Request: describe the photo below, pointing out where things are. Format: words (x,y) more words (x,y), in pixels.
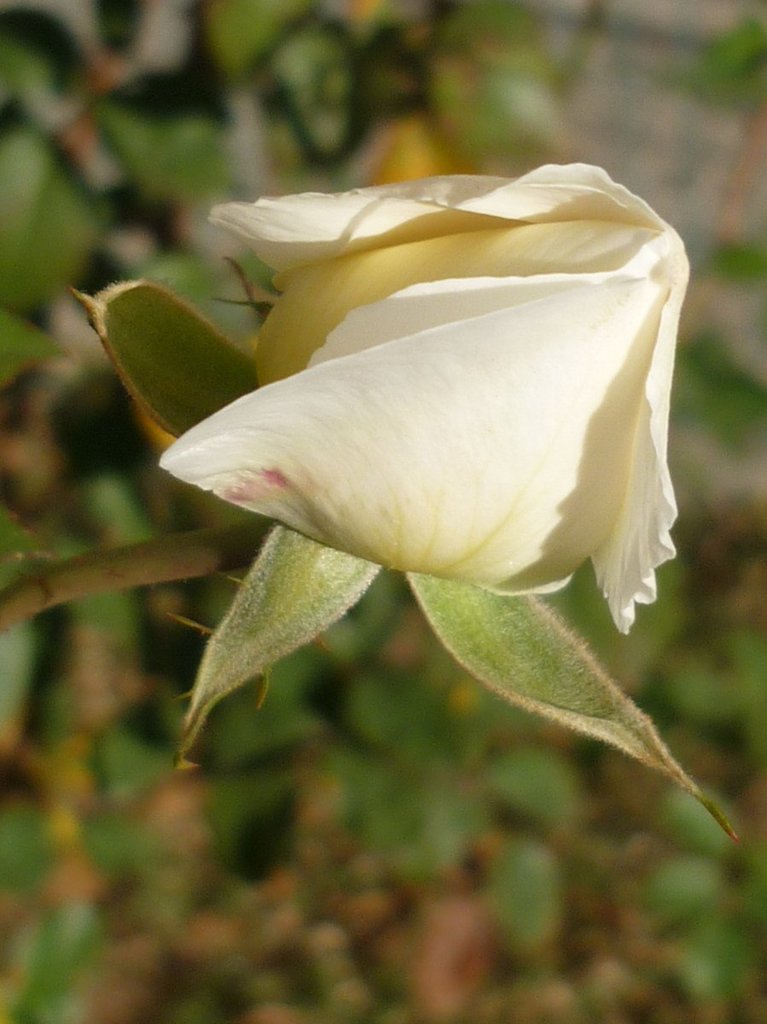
In the image we can see there is a rose flower bud (507,379) and background of the image (289,18) is blurred.
